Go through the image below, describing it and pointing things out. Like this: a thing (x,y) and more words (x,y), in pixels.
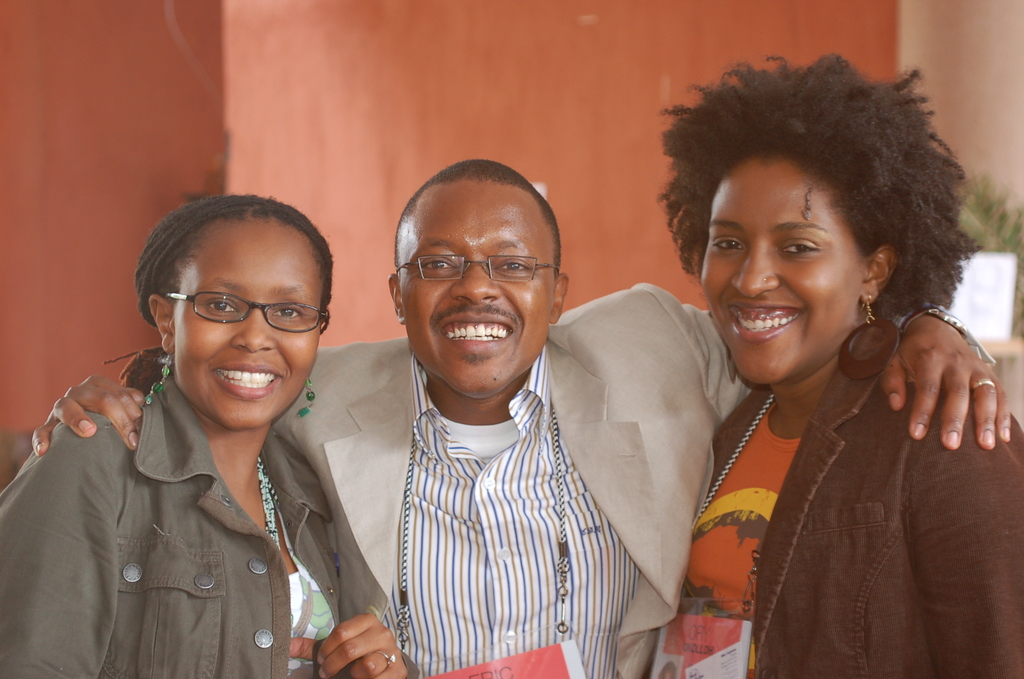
In this picture there is a man (566,346) wearing grey color suit (593,414) is standing in the front (547,355) and smiling. Beside there are two women (900,470) smiling and giving a pose in the camera. In the background (179,146) there is a brown color wall (248,144).
